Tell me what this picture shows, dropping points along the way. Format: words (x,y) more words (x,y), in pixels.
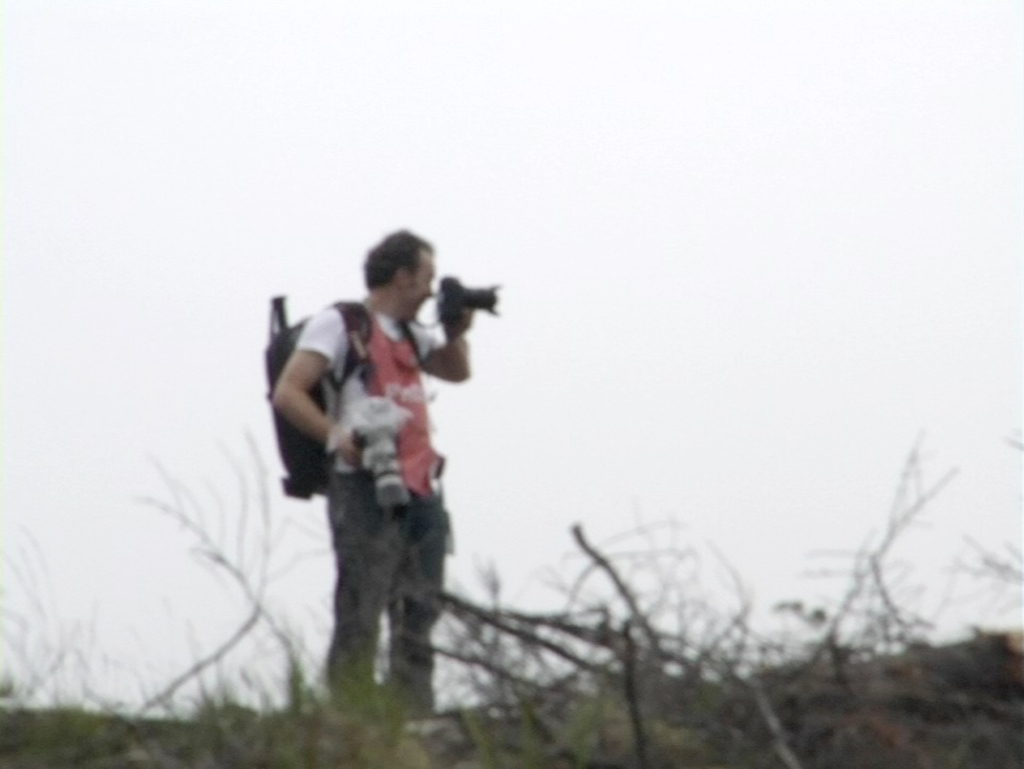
At the bottom of the picture (519,658), we see the trees (602,731). In the middle of the picture (349,359), we see a man (355,380) in the white T-shirt (334,327) is wearing the backpack (295,344). He is holding the cameras (386,446) in his hands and he might be clicking photos with the camera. In the background (436,194), we see the sky (587,486) and this picture is blurred.
